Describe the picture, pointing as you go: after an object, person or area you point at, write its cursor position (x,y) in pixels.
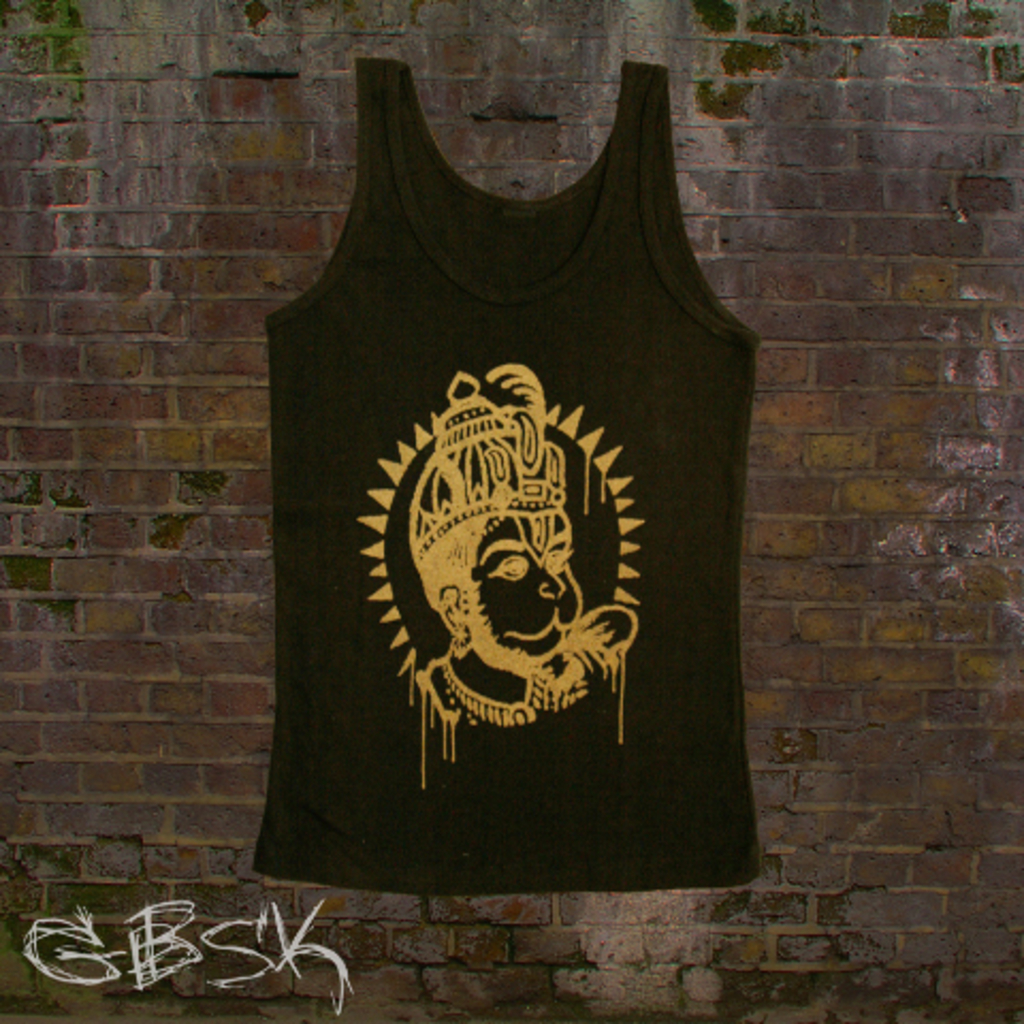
In this picture we can see a printed vest (372,358) on the wall (256,881). In the bottom left corner of the picture (337,962) we can see letters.
